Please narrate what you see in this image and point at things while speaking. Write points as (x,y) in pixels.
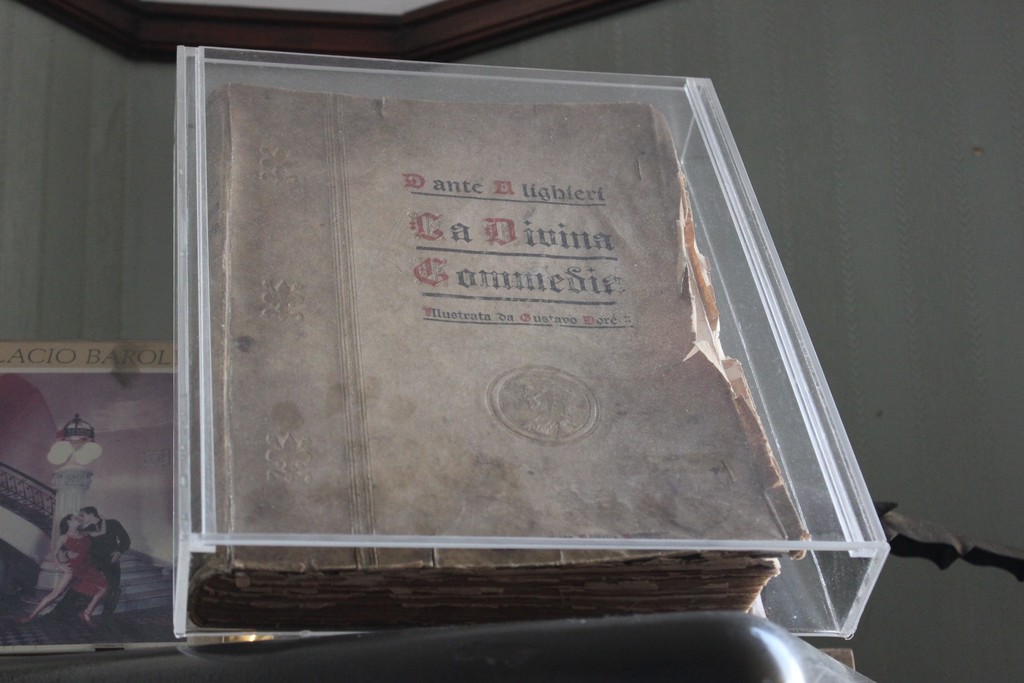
In this picture there is a book (620,258) which is kept on the glass box (770,329), beside that we can see another book (70,597) on the table (54,673). In the back (1010,490) we can see the walls (1007,272).
